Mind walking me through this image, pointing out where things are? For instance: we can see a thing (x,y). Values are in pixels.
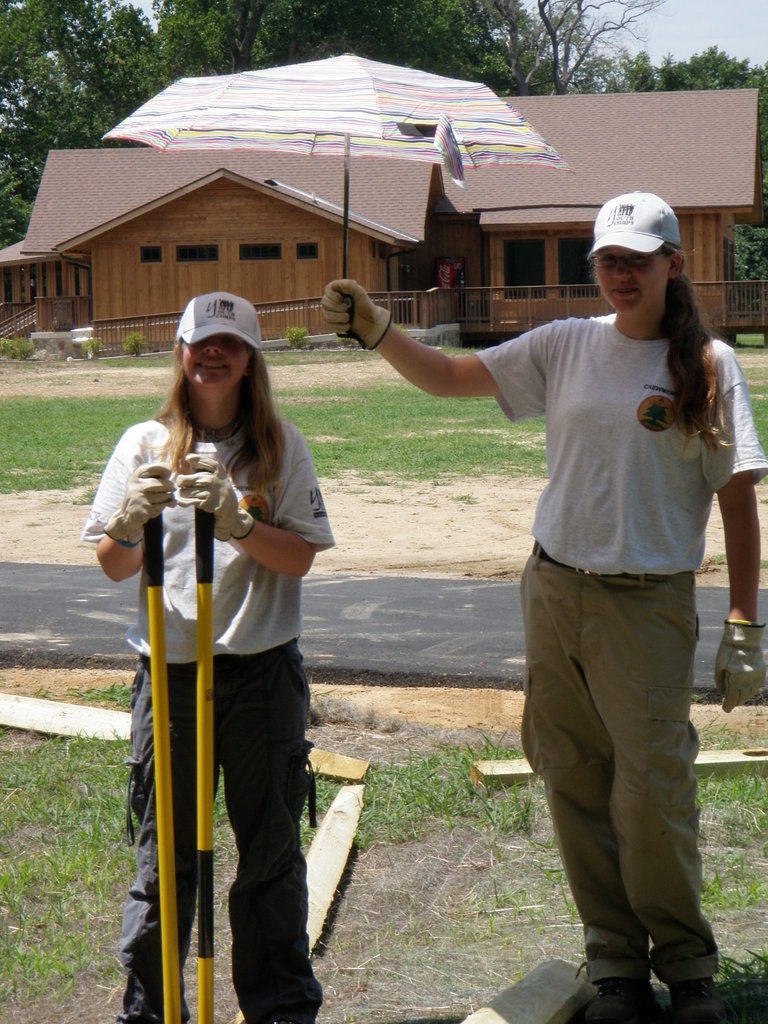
There are two women (253,450) wearing cap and gloves (234,511). Woman (700,552) on the right (649,442) is holding an umbrella (304,110). Woman (194,450) on the left (213,531) is holding sticks (201,659). In the back (397,614) there is a road (397,612). On the ground (369,448) there is grass (367,442). In the background (208,215) there is a building (505,251) with windows (154,253). Also there are trees (461,74).
